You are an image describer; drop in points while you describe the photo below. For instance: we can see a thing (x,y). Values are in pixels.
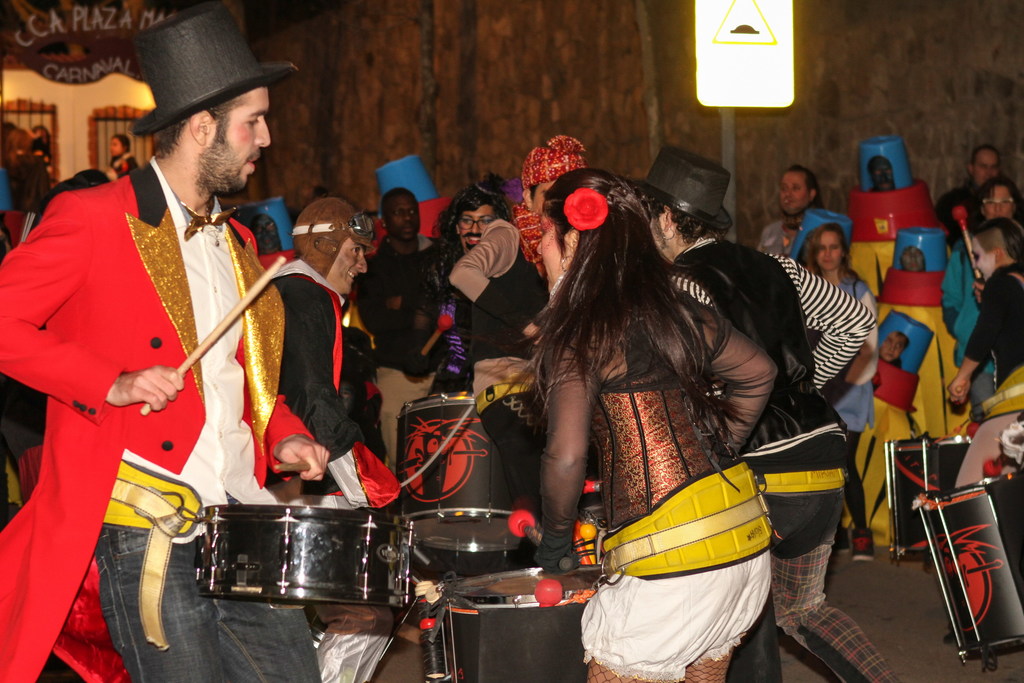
In this image, there is an outside view of a street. There are some persons (186,354) wearing clothes (260,358) and playing musical drums (319,552). There is a wall (351,39) behind these persons (622,257). There is a person (104,278) on the left of the image (112,267) wearing cap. There is a board (724,81) in the top right of the image (713,91).
